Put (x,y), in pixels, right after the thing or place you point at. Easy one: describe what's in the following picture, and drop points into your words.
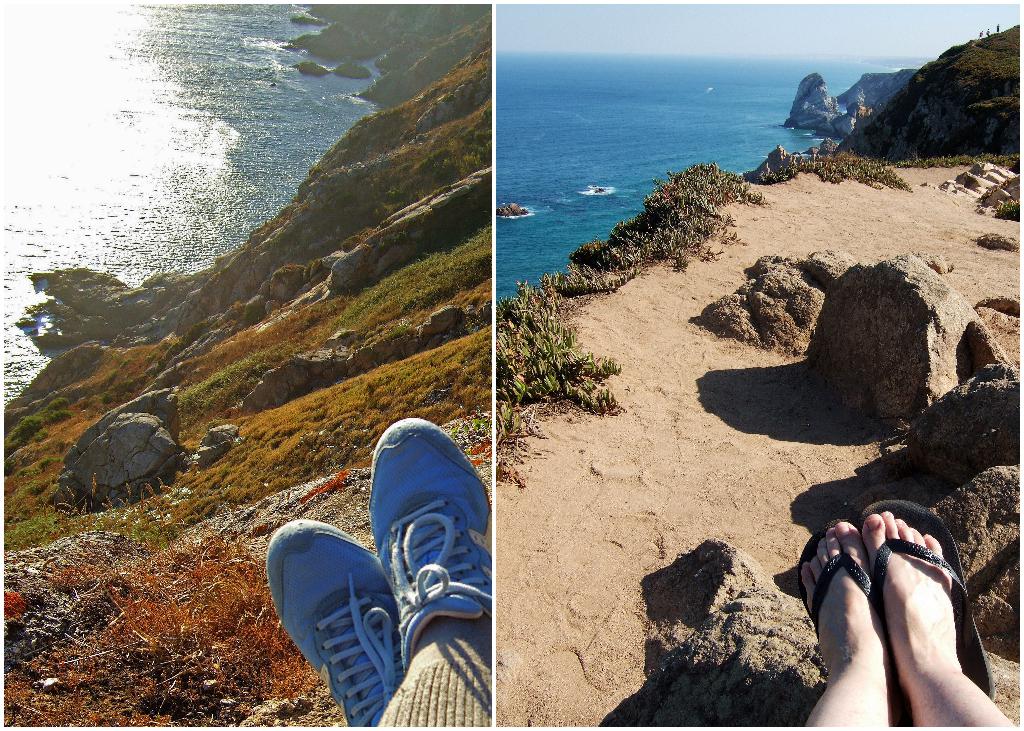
It is a collage picture. On the left side of the image (217,376) we can see water (145,270), grass (286,478), stones (286,372) and shoes (295,588). And on the right side of the image (685,129) we can see the sky (774,37), clouds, water (790,106), hills (873,98), plants (504,359), sand (595,444) and human legs (919,618).
